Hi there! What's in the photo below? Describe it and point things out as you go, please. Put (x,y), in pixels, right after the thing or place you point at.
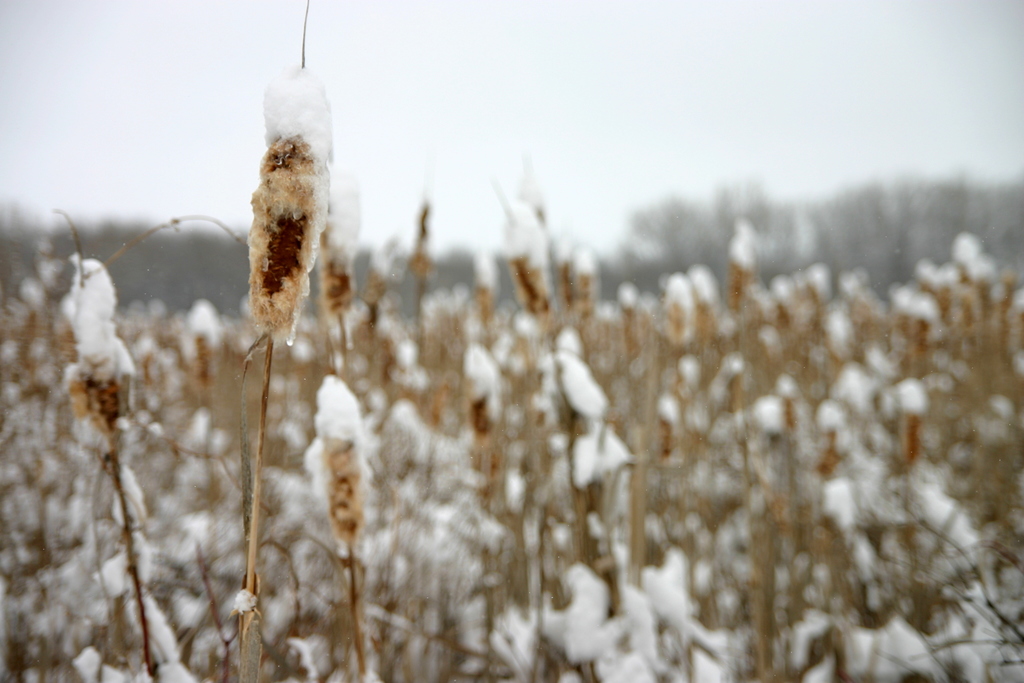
In this image I can see few brown color plants (607,417) and snow (321,174) on it. The sky (534,114) is in white color.
